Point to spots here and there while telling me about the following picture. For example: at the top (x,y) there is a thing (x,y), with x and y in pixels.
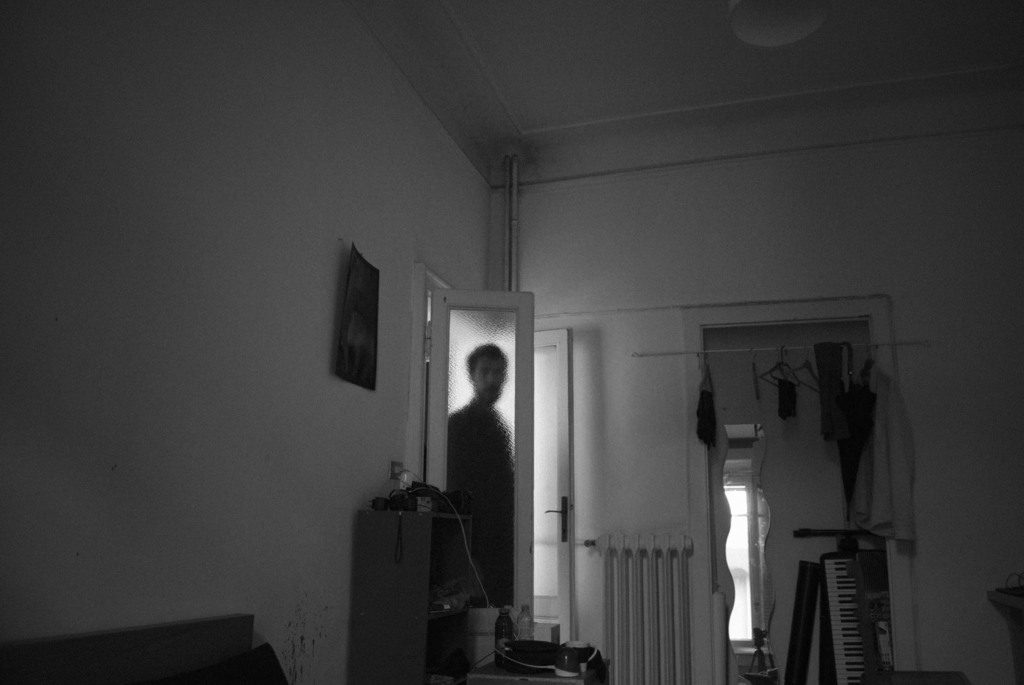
In this picture I can see a man (475,370) is standing beside a door (471,457). In the background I can see musical instruments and other objects (884,672). On the left side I can see an object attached to the wall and a cupboard (422,610) on which I can see some objects (383,509). This picture is black and white in color.
